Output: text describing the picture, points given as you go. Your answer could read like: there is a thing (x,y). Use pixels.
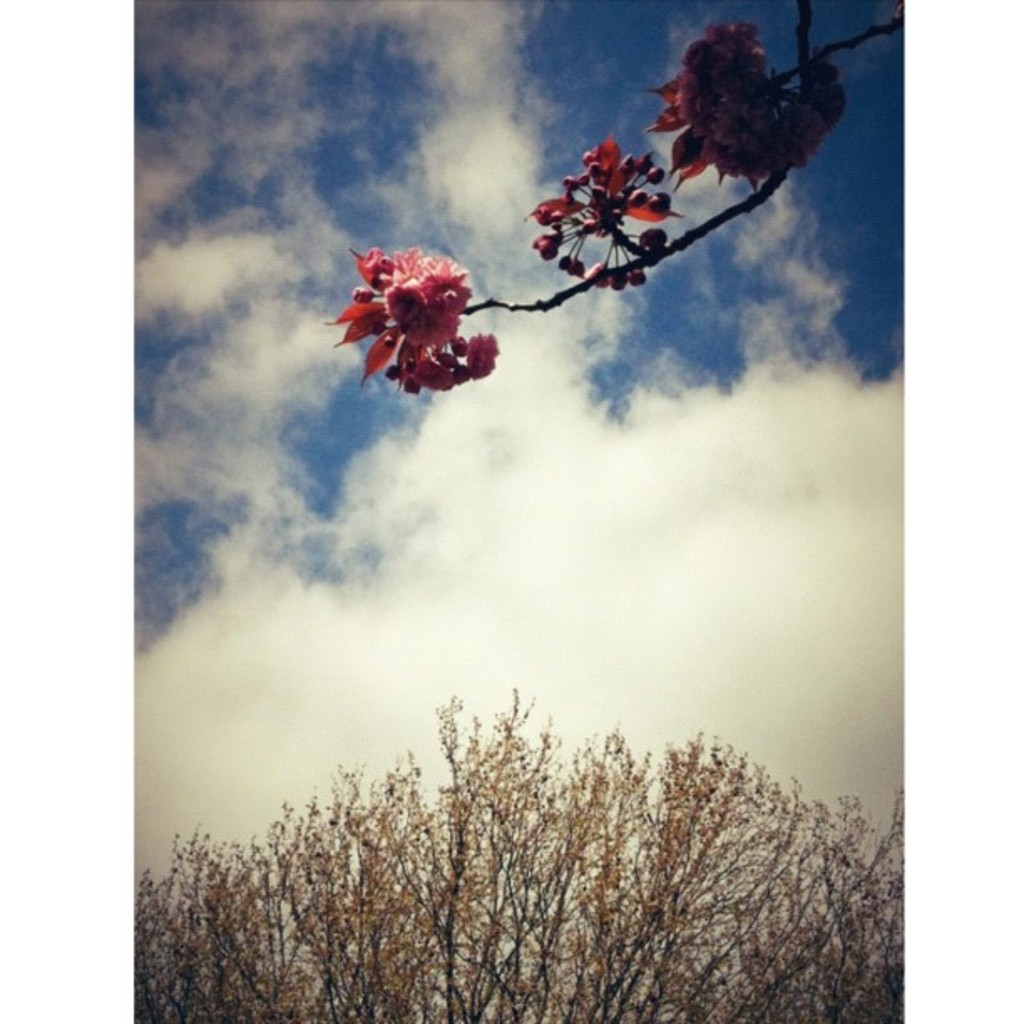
In this image, I can see a stem (825,49) with the flowers (818,67). These are the clouds (492,386) in the sky (772,400). At the bottom of the image (242,951), these look like the dried plants (487,892).
